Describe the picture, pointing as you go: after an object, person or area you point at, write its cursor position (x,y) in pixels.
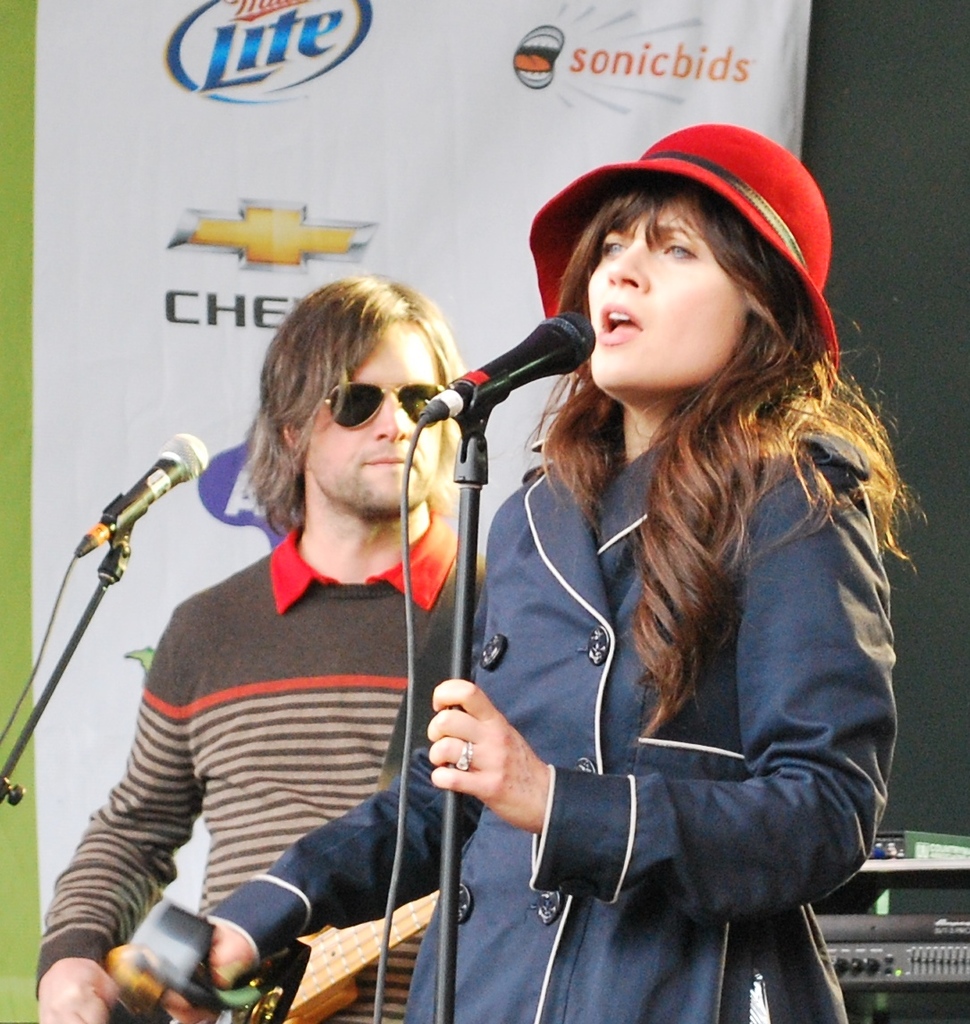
On the right side (835,799), there is a person (825,753) wearing red color cap (762,160) singing, standing, holding a stand (450,795) of a mic (526,379) with one hand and holding an object (179,927) with other hand (241,950). In the background (297,435), there is another person (315,320) who is wearing a t-shirt (267,638), holding a musical instrument (276,952) and playing it and he standing in front of a mic (159,469) which is attached to the stand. In the background (891,836), there is a banner (575,1) and there are other objects (908,945).
